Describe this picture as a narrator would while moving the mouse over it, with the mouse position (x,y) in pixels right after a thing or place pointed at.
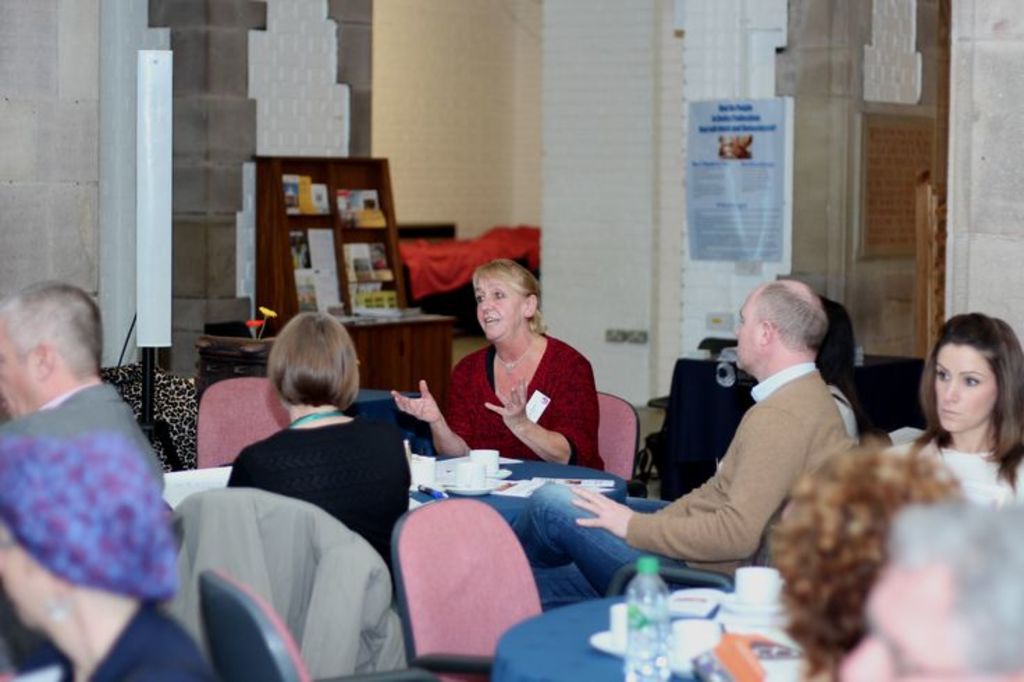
As we can see in the image there is a white color wall (617,178), poster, few people (441,422) sitting on chairs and there is a table (458,470). On table (442,478) there is a cup (487,466), saucers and papers (515,463).
